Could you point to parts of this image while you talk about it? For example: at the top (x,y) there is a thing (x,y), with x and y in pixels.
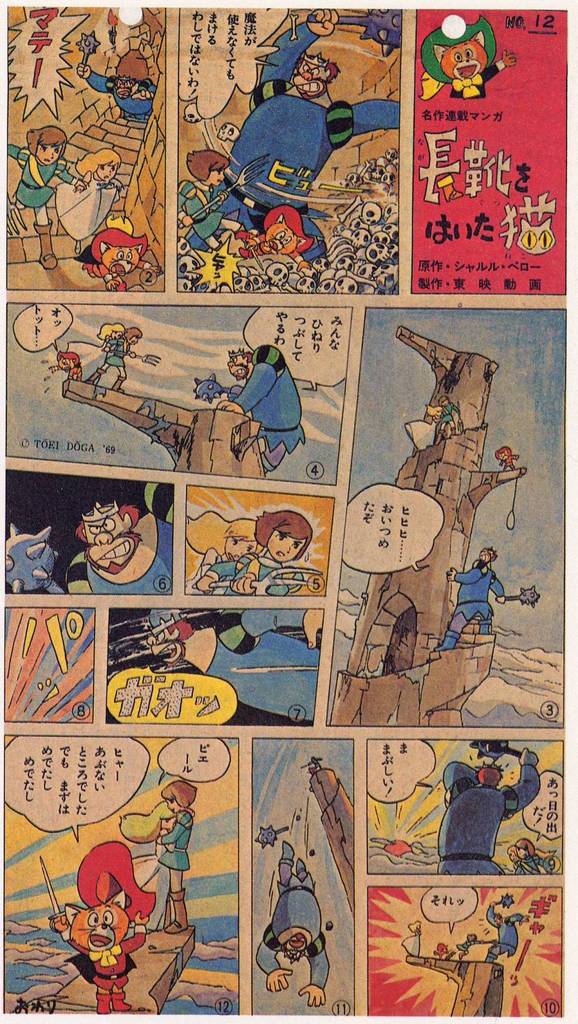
In this picture, we see the poster (342,594) containing the collage (226,525) of the cartoons (395,449). We see some text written on this poster (268,633).
